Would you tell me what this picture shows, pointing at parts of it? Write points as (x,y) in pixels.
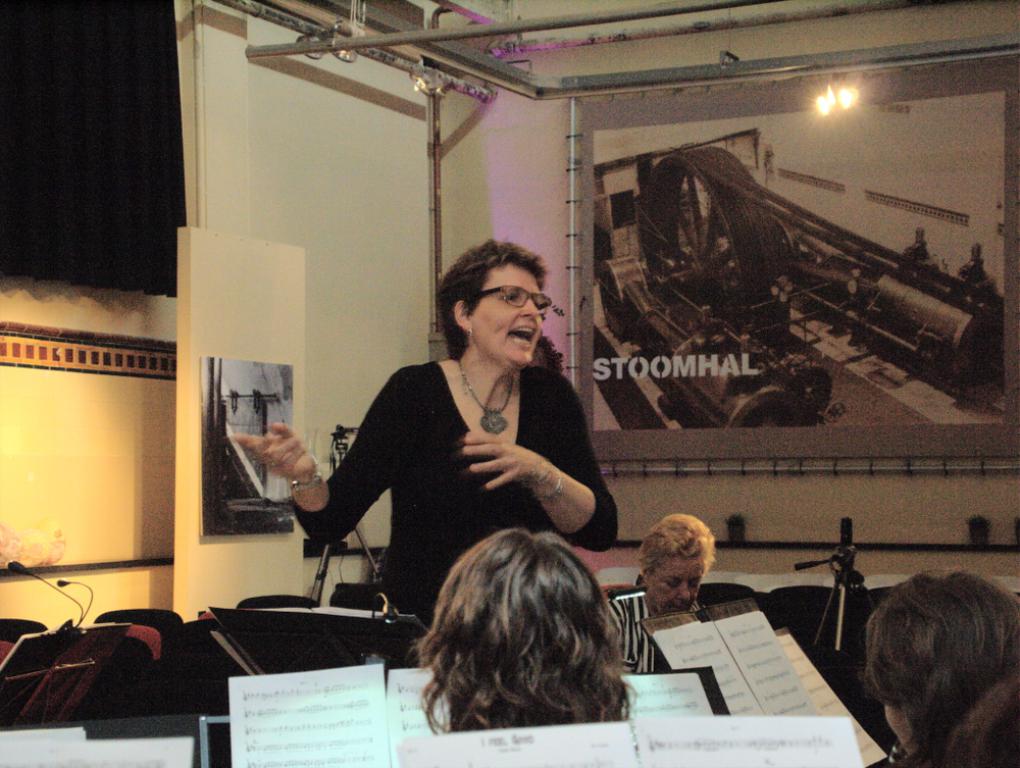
In this picture we can see a woman (495,450) standing and some people (523,629) sitting, there are some files (745,655) and papers (758,650) here, on the left side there is a microphone (44,575), we can see a tripod (837,576) on the right side (824,565), in the background (482,211) there is a wall (550,162), we can see a poster (817,269) on the wall (496,147), there is a curtain (133,234) at the left top of the picture (150,231), we can also see a light (835,103).
